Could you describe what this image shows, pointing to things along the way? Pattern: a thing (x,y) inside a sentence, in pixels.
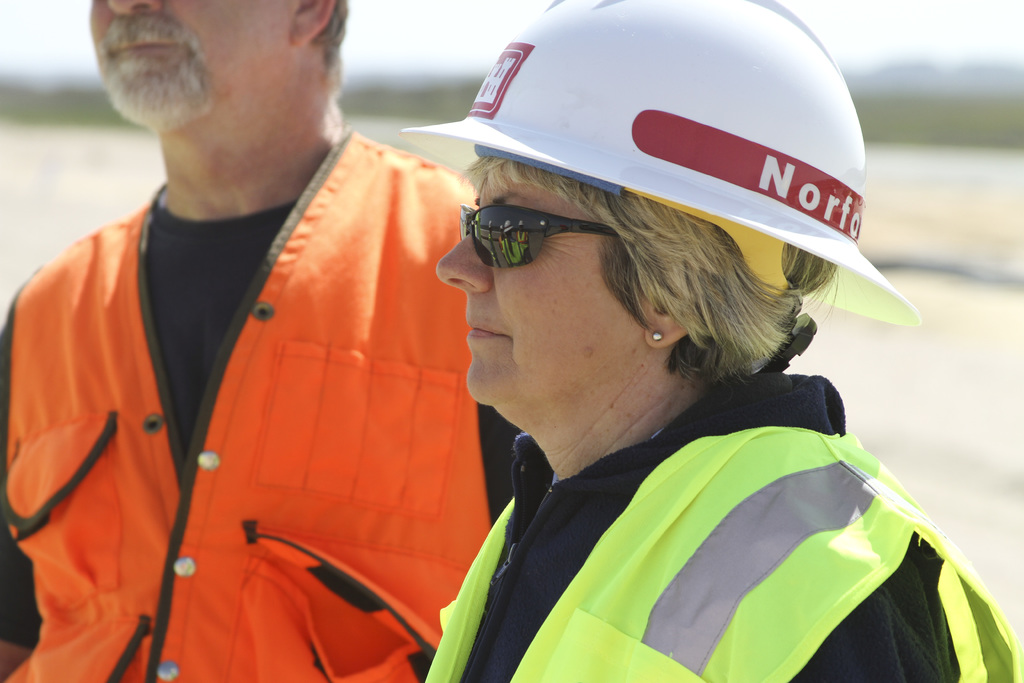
In this picture there is a woman (709,275) towards the right (715,599). She is wearing a green jacket (657,473), goggles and a white helmet (672,204). Beside her, towards the left (223,284), there is a man (200,360) wearing a black t shirt (199,277) and orange jacket (273,554).
